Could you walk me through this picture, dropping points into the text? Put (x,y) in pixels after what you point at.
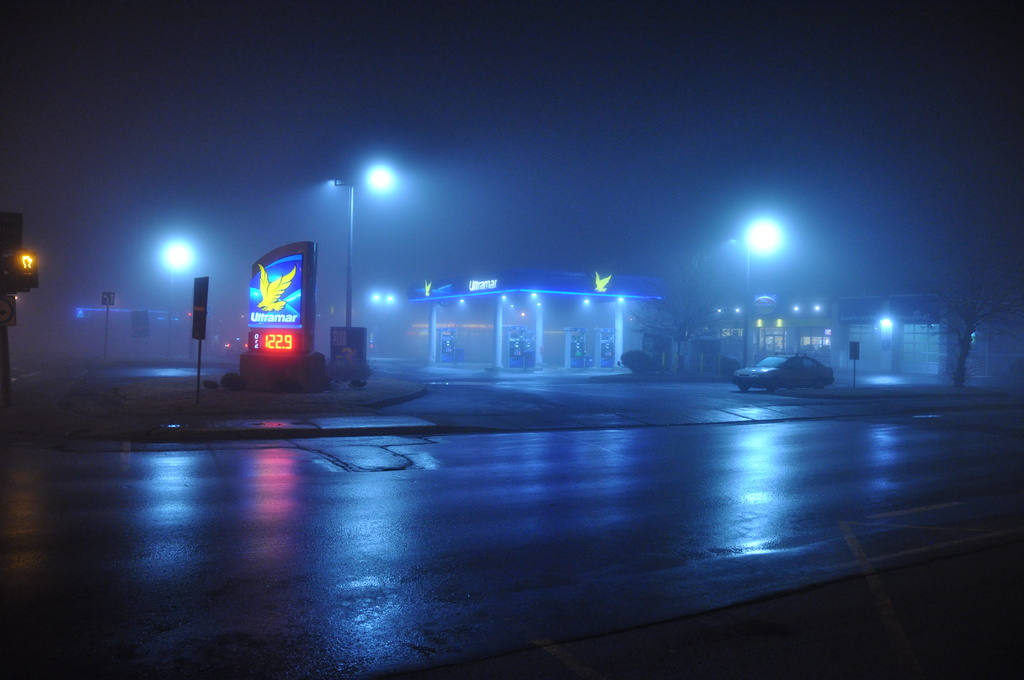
In this image we can see one building (614,295), some lights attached to the building (484,289), some different objects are on the surface (776,398), some street lights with poles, some poles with boards (342,356), one traffic signal pole (17,244), two roads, one car (780,366) parked in front of the building (928,361), some trees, bushes (645,364) and grass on the surface (657,400). There is one big board (293,305) with text (296,316), image (290,294) and price (262,349).
